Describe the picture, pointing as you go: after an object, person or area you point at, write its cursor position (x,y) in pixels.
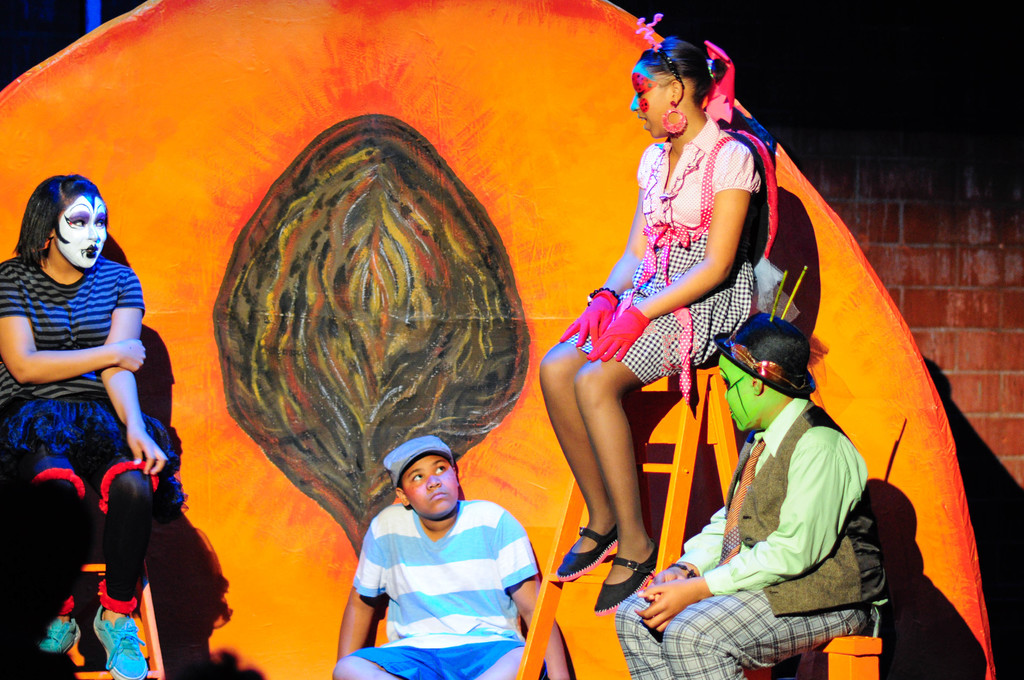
In this picture we can see a group of people (718,539) sitting and a painting (69,206) on their faces (646,115) and in the background (877,204) we can see brick wall (890,209).
